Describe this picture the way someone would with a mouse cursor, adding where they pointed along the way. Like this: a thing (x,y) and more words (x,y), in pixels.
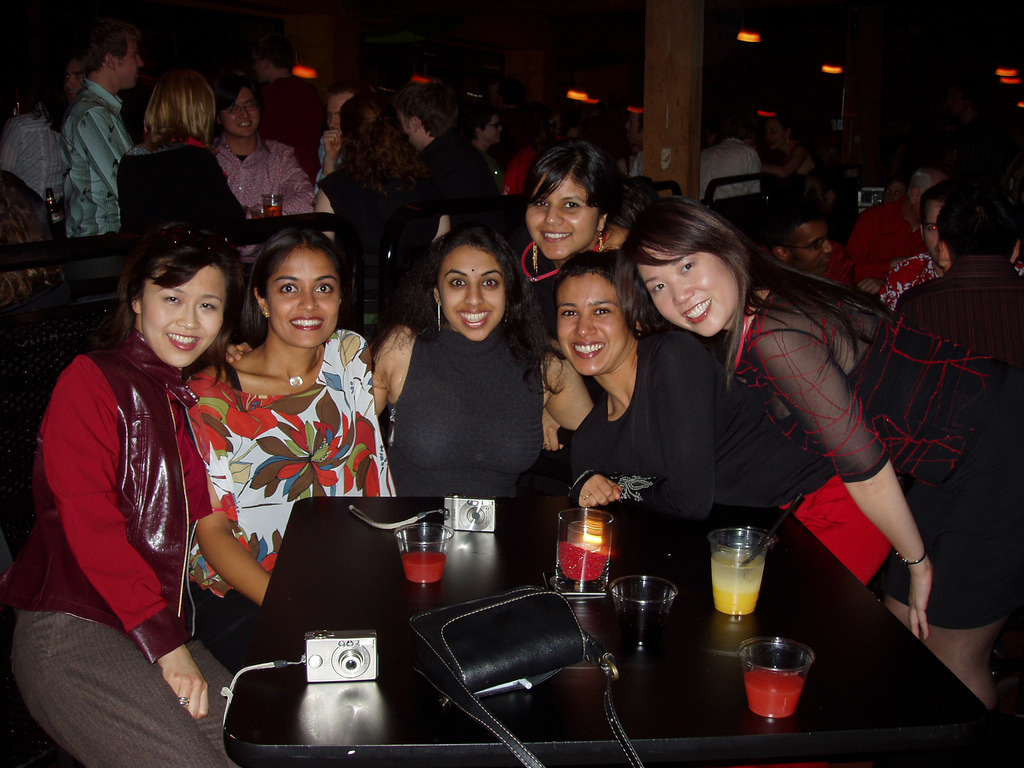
In this image i can see group of women (552,348), there are few glasses (738,571), camera (469,523), bag (504,633) on the table (339,589), at the back ground (485,172) there are group of people (386,152) and a pillar (644,116).
